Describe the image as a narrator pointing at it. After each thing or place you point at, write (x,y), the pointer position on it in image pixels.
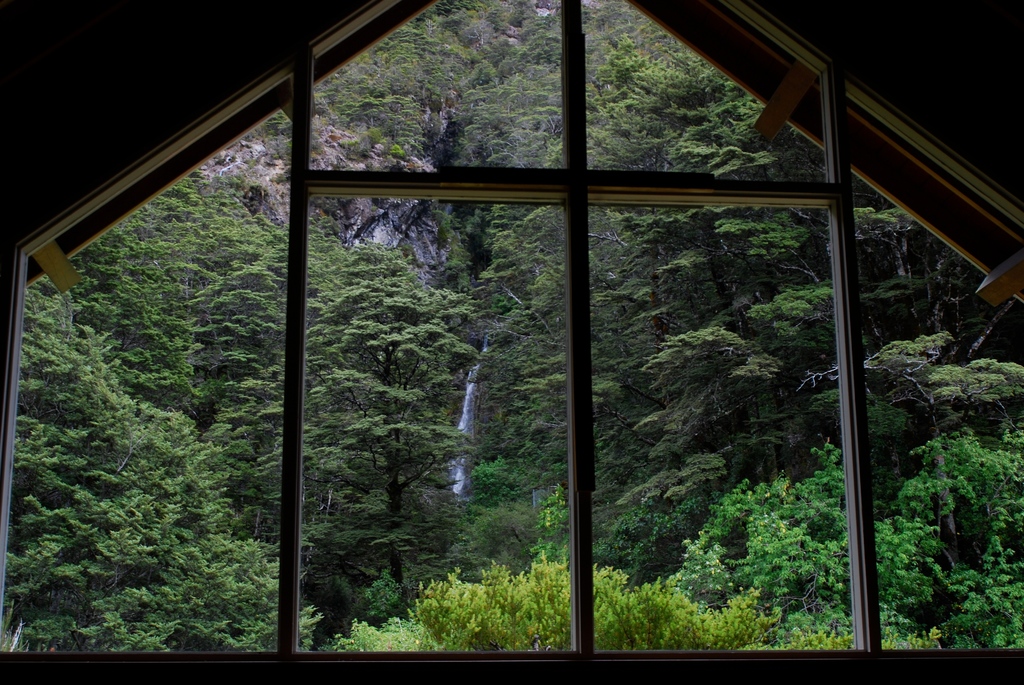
In this picture we can see a shed (576,39) and in the background (558,36) we can see trees (387,279).
